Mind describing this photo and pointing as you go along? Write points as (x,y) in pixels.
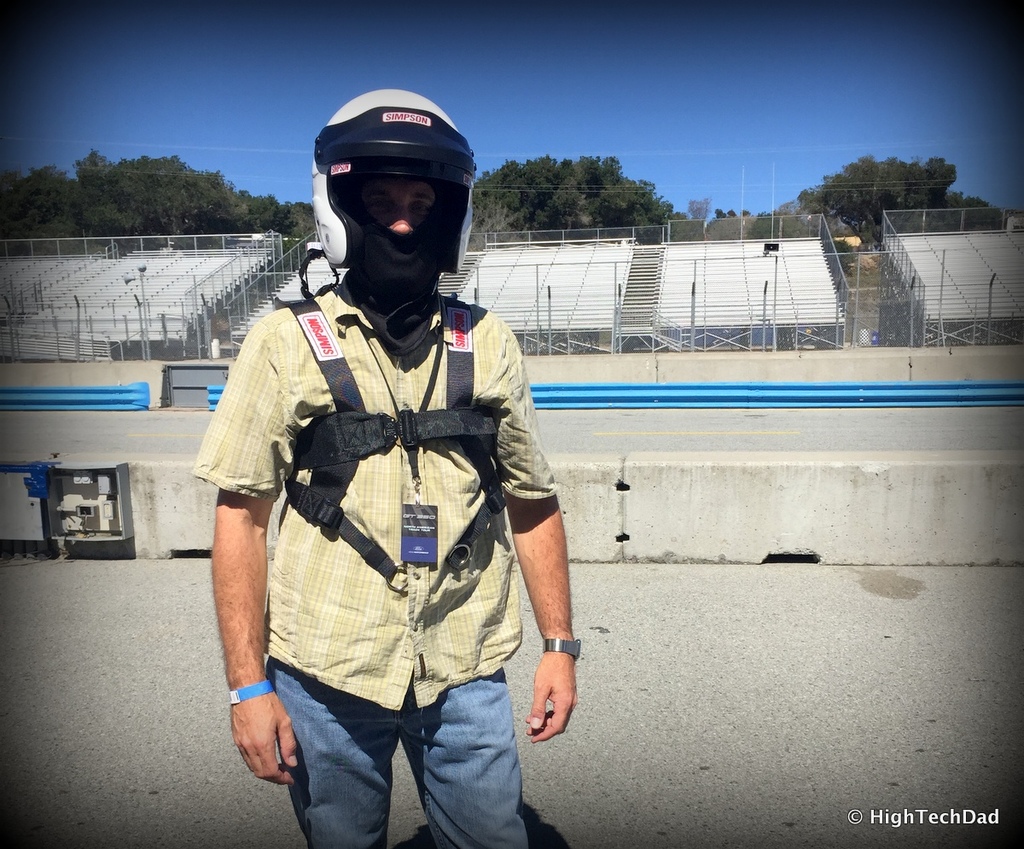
In this picture I can observe a man (347,528) standing on the land (868,777). He is wearing white color helmet (373,158) on his head (383,216). In the background (258,211) there are trees (113,191) and sky (570,120).
